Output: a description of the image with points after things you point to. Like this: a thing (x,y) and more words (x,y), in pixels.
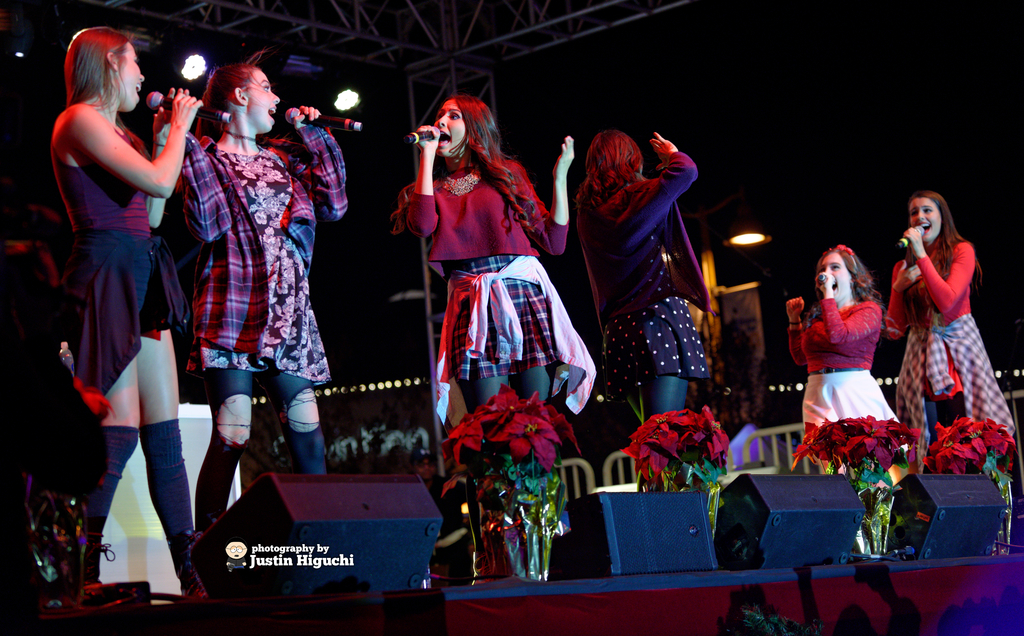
In this image we can see group of persons (509,269) standing on the stage (631,586) holding microphone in their hands (898,288) singing, there are some sound boxes (938,518), flower pots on the stage (410,617) and in the background of the image (444,69) there are some iron rods (501,53) and some spectators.
